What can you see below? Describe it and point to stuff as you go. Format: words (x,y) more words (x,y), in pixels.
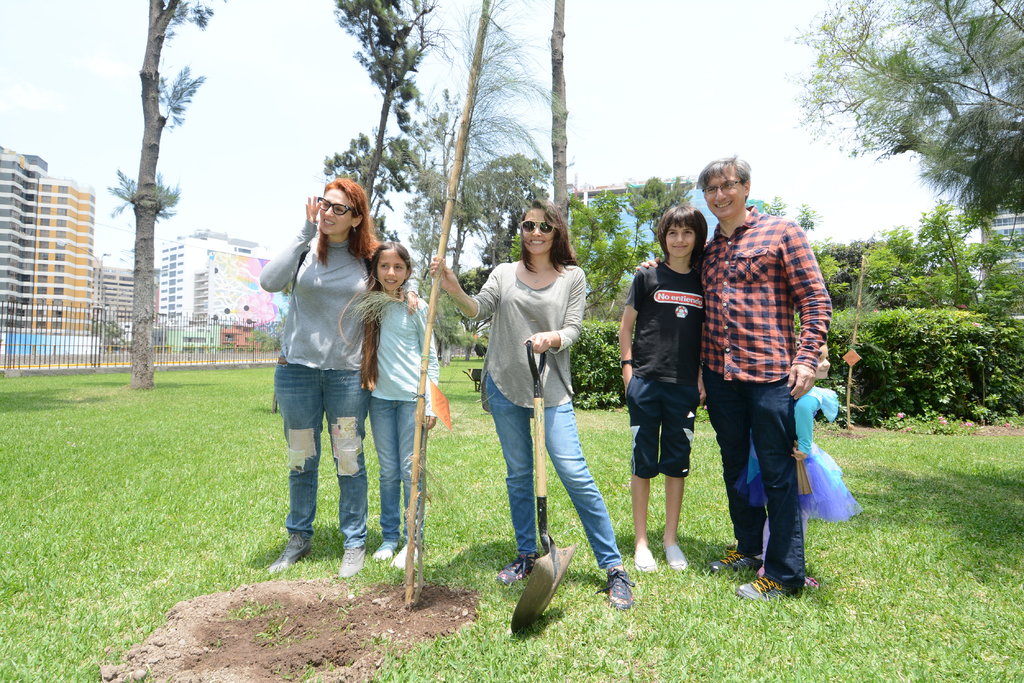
On the right (775,288) there is a man (775,328) who is wearing shirt (781,306), jeans (778,409) and shoe (757,560). Back side of him we can see a girl (806,401). Beside him we can see a boy (679,263) who is wearing black dress (670,378). In the center (572,304) there is a woman (567,330) who is holding this bamboo (476,55). Here we can see a girl (391,347) who is standing beside a woman (314,338). On the bottom (707,615) we can see grass (765,676). On the background (68,252) we can see buildings (191,317), fencing (263,346), plants (928,314) and trees (924,280). On the top (686,34) there is a sky (677,29).
